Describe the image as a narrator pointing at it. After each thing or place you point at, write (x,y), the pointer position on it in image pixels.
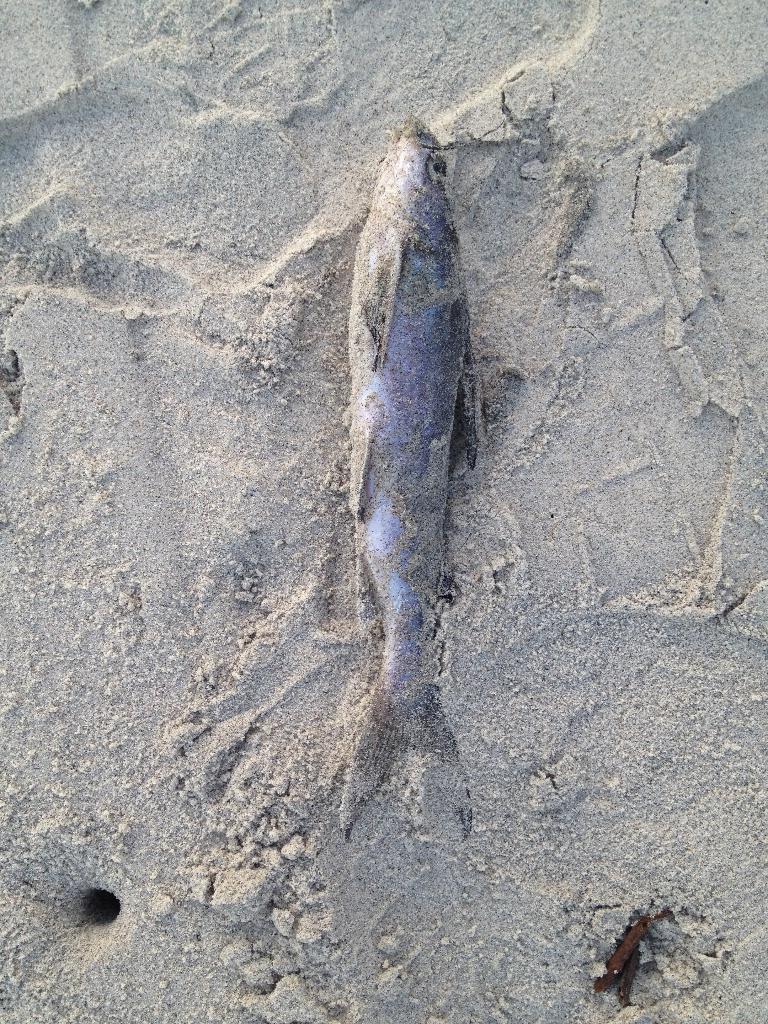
In the center of the image (452,363) we can see one fish (412,509) on the sand (301,422). In the bottom right side of the image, we can see one brown color object (644,921).
